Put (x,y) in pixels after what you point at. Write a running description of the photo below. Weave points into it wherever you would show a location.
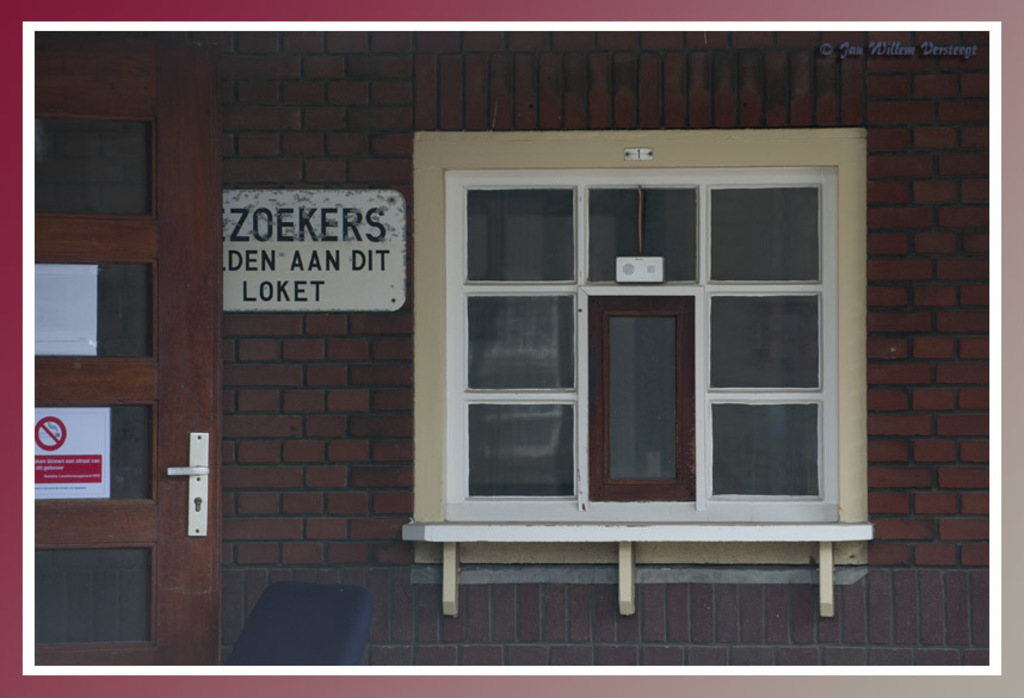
As we can see in the image there is a brick wall (224,346), door (118,398), window (530,454) and a poster (85,442).
